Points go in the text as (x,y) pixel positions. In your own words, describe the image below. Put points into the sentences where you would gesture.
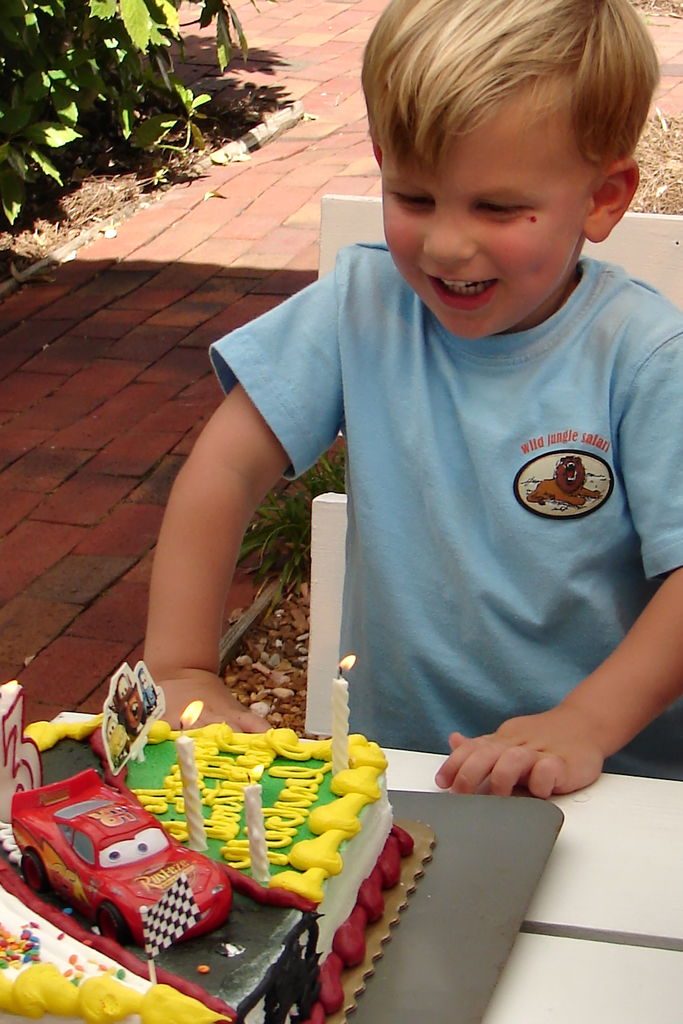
In this picture there is a boy (596,508) sitting and smiling. There is a cake (9,934) on the table (558,854), on the cake (136,949) there is a picture (142,933) of a car (140,923), flag (155,939) and there is a text (217,771) and there are candles (333,760). At the back (299,726) there plants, stones (261,648) and tiles (68,470).
